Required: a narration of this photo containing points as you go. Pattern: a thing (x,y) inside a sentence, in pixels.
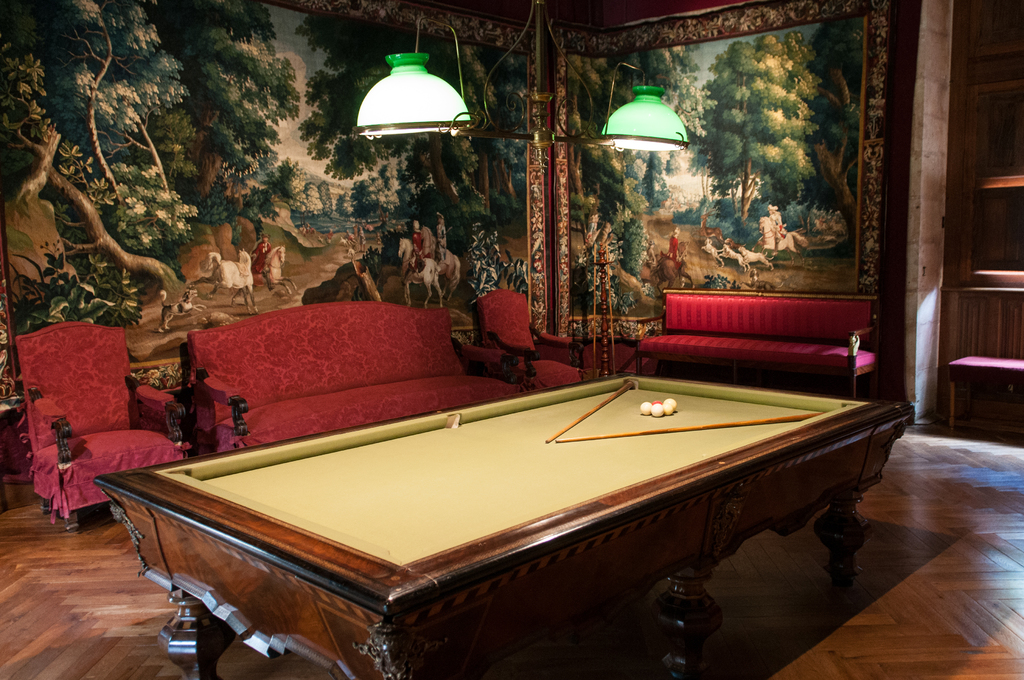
This image consists of a room (351,355). It has sofas (860,342), Snooker Pool board (613,402), balls (659,409) and sticks (619,391). There are carpets (624,100) on the walls (928,386). There lights (417,89) on the top (390,98) and there are shelves (970,124) on the right side (995,130). On that carpets (310,229) there are trees (150,270), horses (242,277). These sofas (327,310) are in red color.
